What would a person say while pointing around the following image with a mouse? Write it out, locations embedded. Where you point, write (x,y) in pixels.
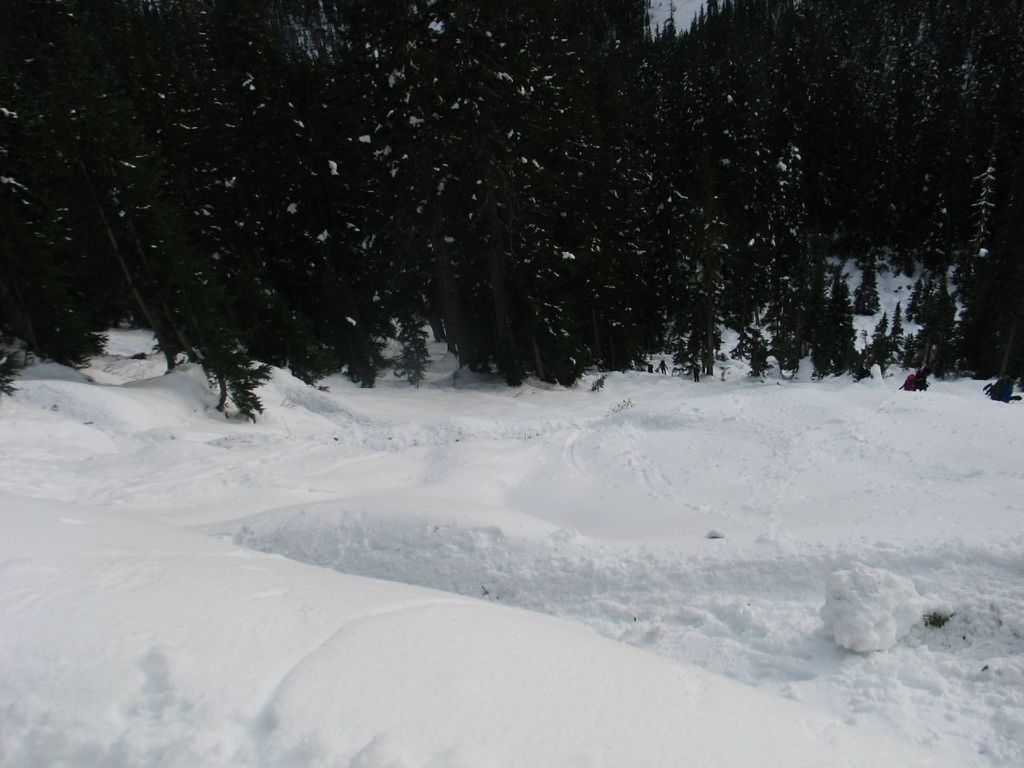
In this image there is snow (345,605). Background (705,214) there are few trees (530,154).
